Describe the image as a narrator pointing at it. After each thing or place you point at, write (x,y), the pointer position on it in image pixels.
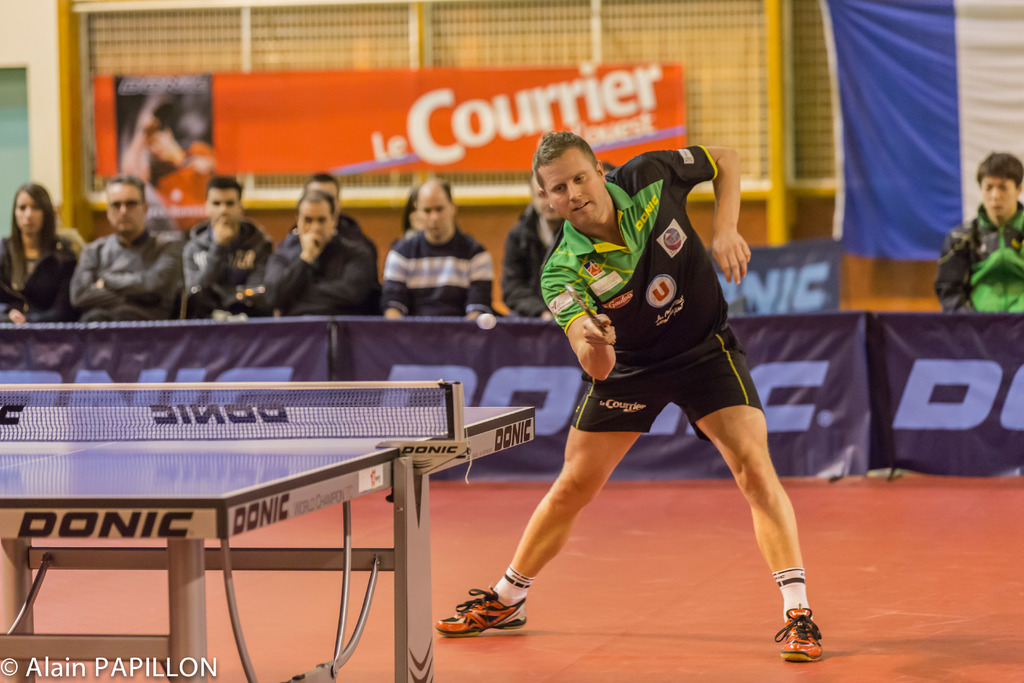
In this picture we can see a man (605,283) is playing table tennis and he holds a bat (567,288) in his hand (606,343), in the background (445,257) some peoples (372,262) are sitting on the chairs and watching the game and we can find some hoardings (411,91) in the image.
